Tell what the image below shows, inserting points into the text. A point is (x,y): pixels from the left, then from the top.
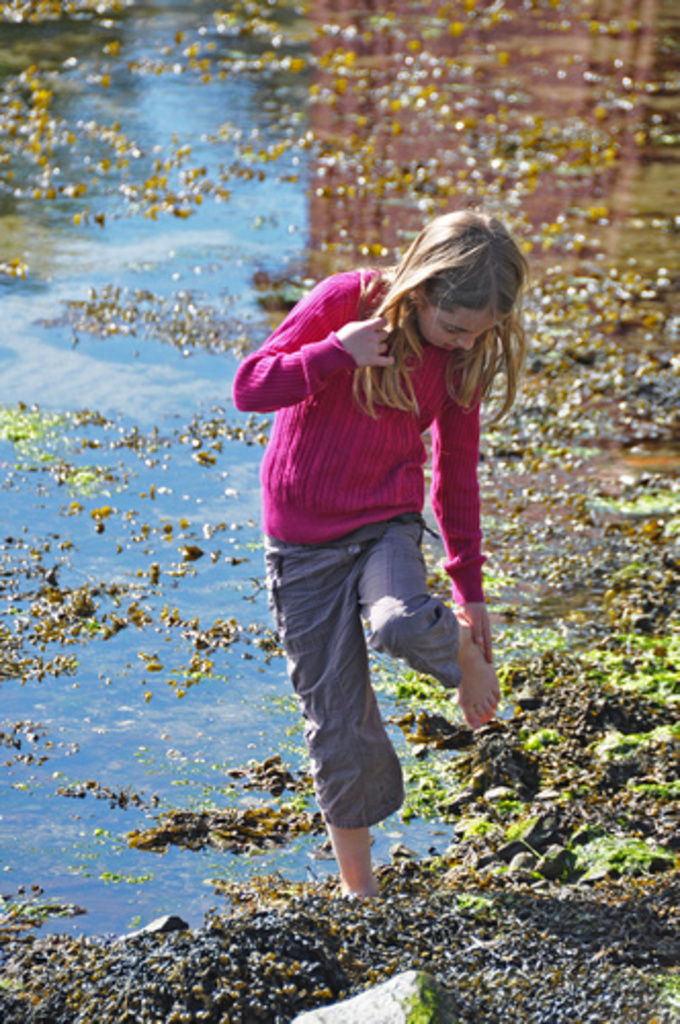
In this image there is a girl (362,510) who is standing in the water (311,852) by keeping one leg (344,869) in water (332,869) and one leg (418,642) upwards. In the background (178,318) there is water (178,318) in which there are leaves (125,592) and stones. The girl (383,490) is touching the leg (441,612) with her hand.
